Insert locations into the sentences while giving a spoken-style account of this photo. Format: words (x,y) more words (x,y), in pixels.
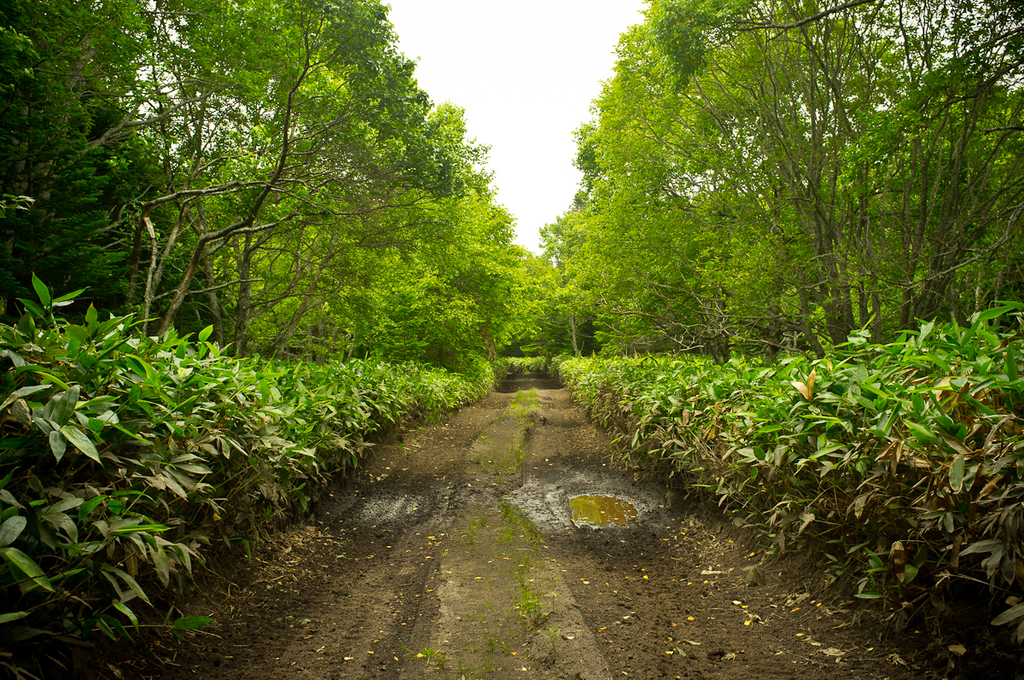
In this image there are some trees (574,329) in middle of this image (435,297) and there is a sky (522,82) at top of this image (536,75) and there is a road (512,570) bottom of this image (579,502) and there is some water (589,510) at bottom right side of this image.
